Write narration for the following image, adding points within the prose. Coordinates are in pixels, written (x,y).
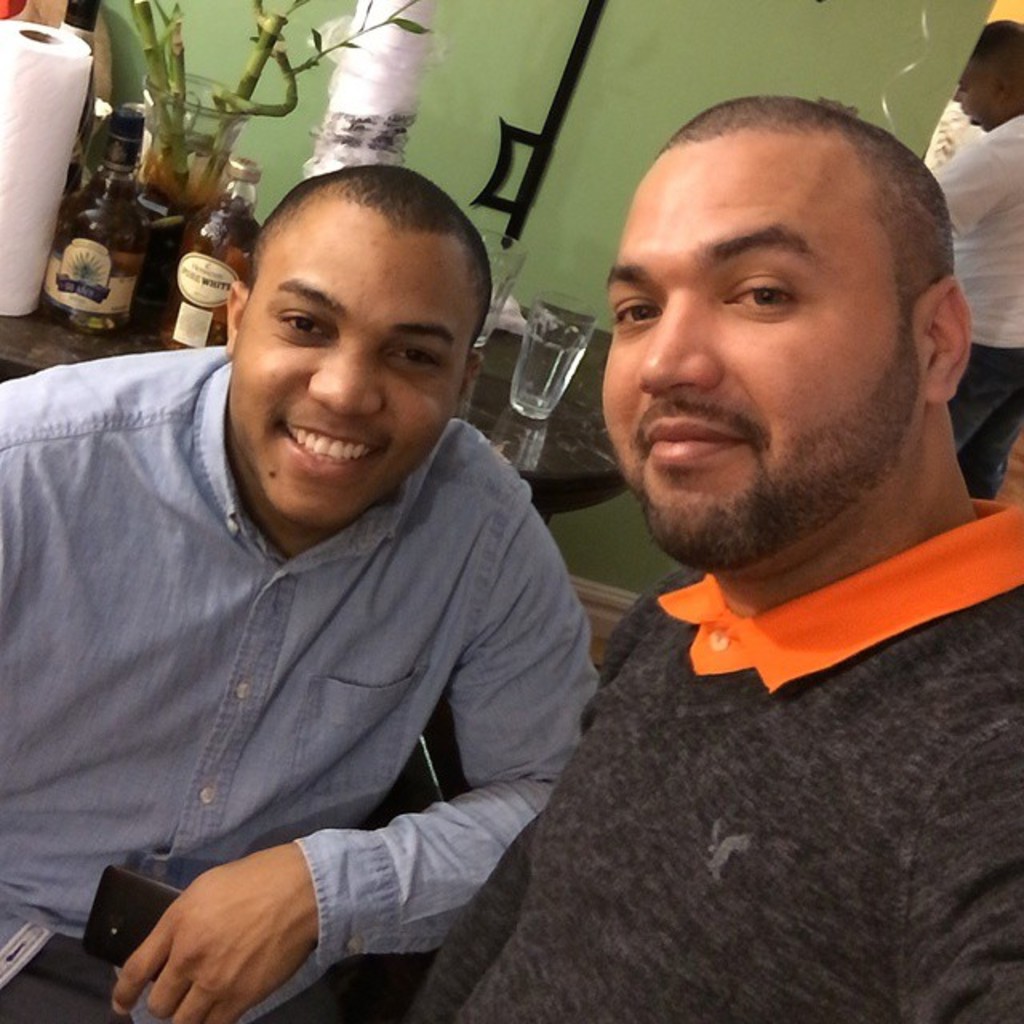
Here we see two men (563,840) seated we see a smile (323,430) on their faces (676,442) and we see a table (77,339) on the table (73,357) we see wine bottles (245,259) and glasses (536,332).
